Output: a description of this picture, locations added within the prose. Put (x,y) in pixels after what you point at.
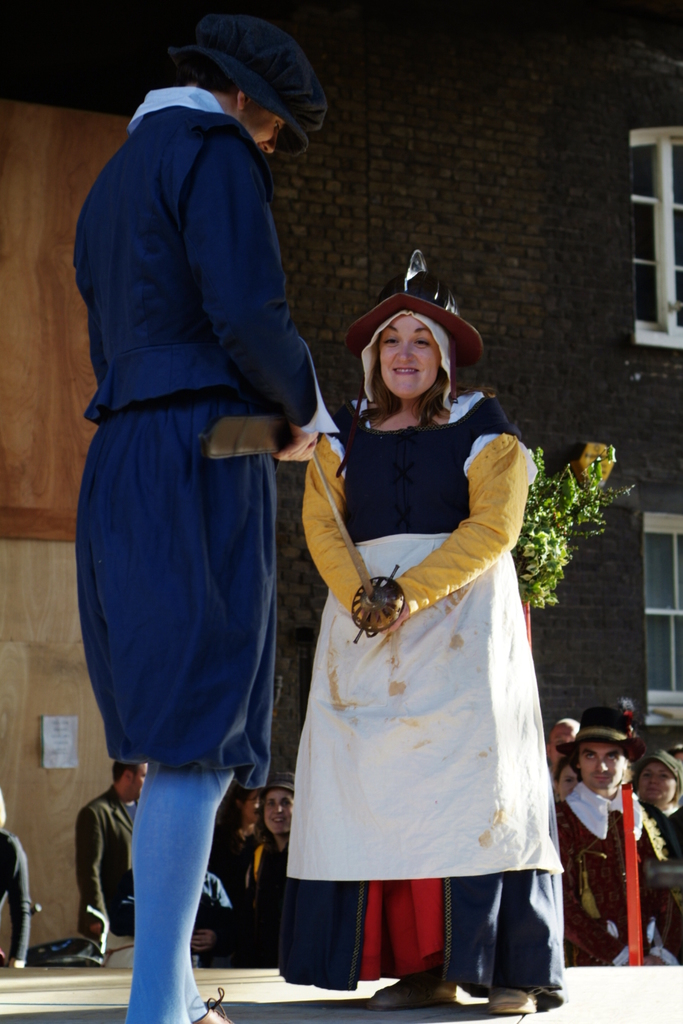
This picture describes about group of people (480,689), in the middle of the image (450,491) we can see a woman (462,502), she is smiling and she is holding a sword (366,592) in her hands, in the background (319,588) we can see few buildings (549,629).
